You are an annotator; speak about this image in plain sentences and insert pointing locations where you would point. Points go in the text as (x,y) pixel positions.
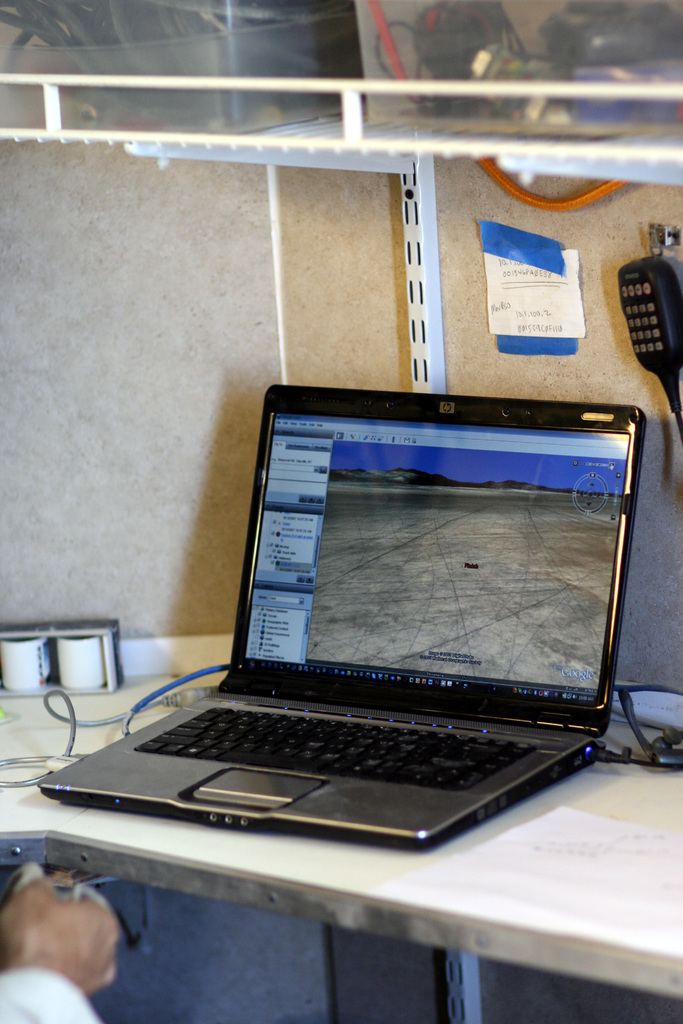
In this picture I can see there is a laptop (241,699) placed on the table (67,741) and there is a person (67,973) sitting on the left side (57,983). There is a piece of paper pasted on the wall (640,254), there is a black color object (651,352) and it has buttons (650,307). There is a shelf (440,356) and I can see two boxes (63,65) placed with some objects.
